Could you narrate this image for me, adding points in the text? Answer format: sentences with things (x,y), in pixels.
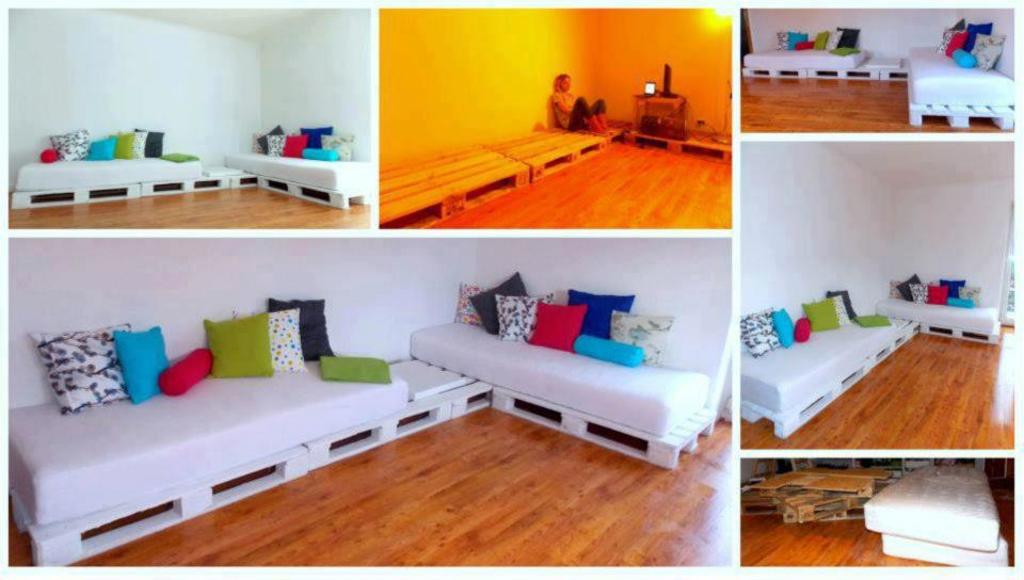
This is a collage picture. In this picture we can see bed cots (244,420) with cushions (169,412) and different multi color pillows (624,342). We can see a person (590,115) sitting here and there is a gadget (656,84) on the table (659,107) beside to this person (580,102).
